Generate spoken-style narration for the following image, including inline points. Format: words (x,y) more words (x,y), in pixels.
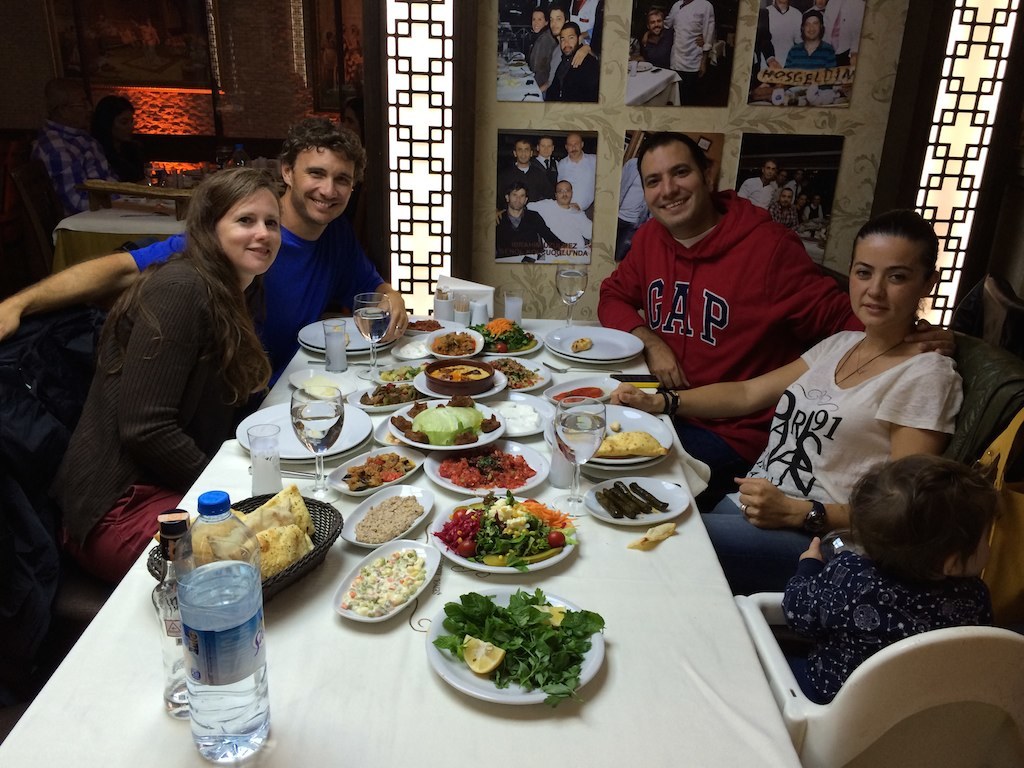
In the picture there are a group of people (298,330) sitting around a table (176,766) and on the table (594,558) there are variety of food items (486,480), water bottle (194,623) and glasses (510,302). In the background (810,21) there are photo frames (569,56) attached to the wall (736,165) and on the left side (78,163) there are two other people (95,148) sitting in front of another table (130,190).
